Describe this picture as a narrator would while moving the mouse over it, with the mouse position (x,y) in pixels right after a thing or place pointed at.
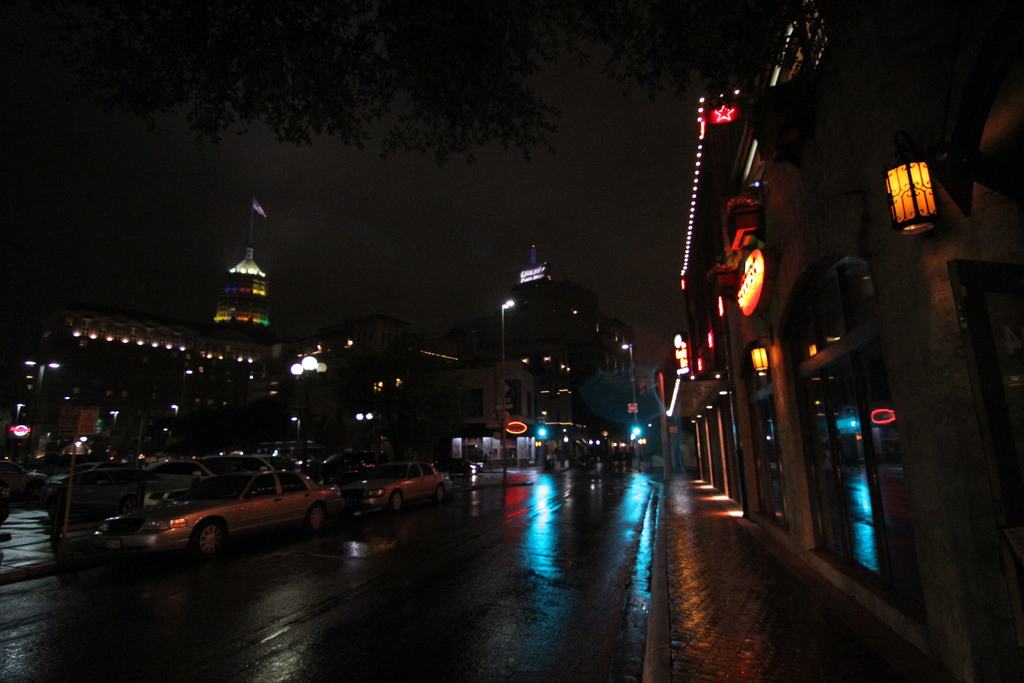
These are the cars (391,482) on the road (198,560). I can see the buildings (582,300) with lights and glass doors (770,475). This looks like a flag (262,207), which is hanging to the pole (254,208). I think this is the tree (450,83). I can see the street lights (503,321).
